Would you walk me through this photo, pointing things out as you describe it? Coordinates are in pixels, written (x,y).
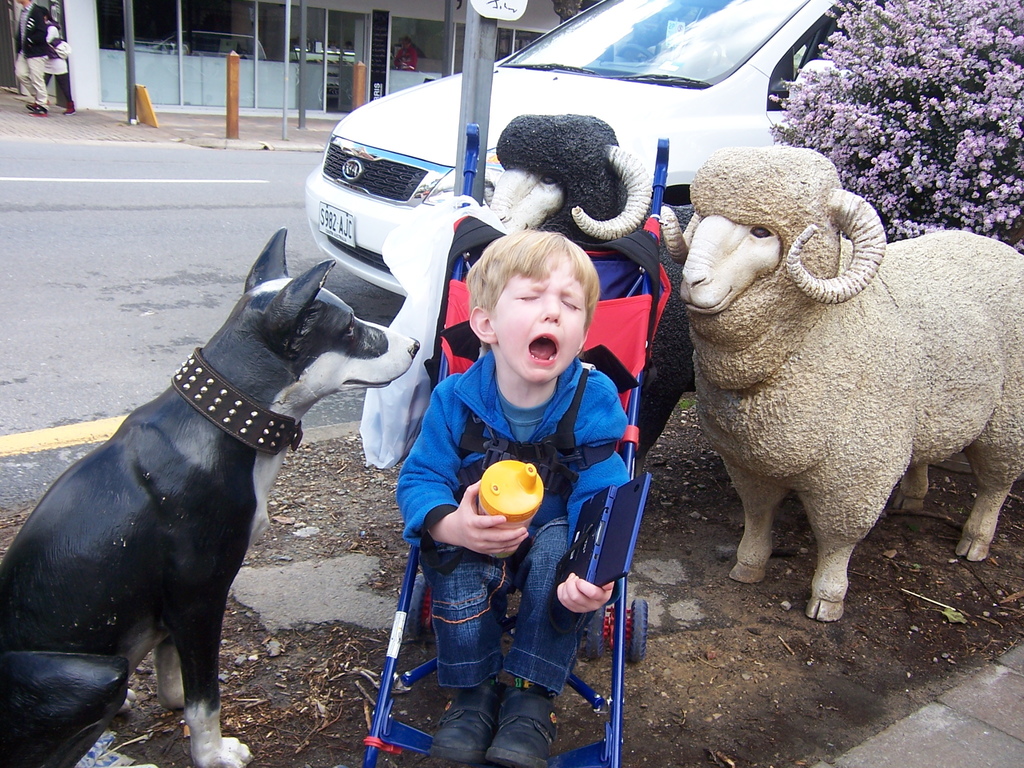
In the foreground of the picture (344,334) we can see car (743,75), plant (919,78), flowers (919,165), road (54,310), soil (412,703), kid (551,402), stroller (645,312) and some toy objects (304,360). In the background (218,80) we can see poles (128,113), building (221,45), people (46,48), footpath (64,128), board (141,106) and other objects (229,66).
